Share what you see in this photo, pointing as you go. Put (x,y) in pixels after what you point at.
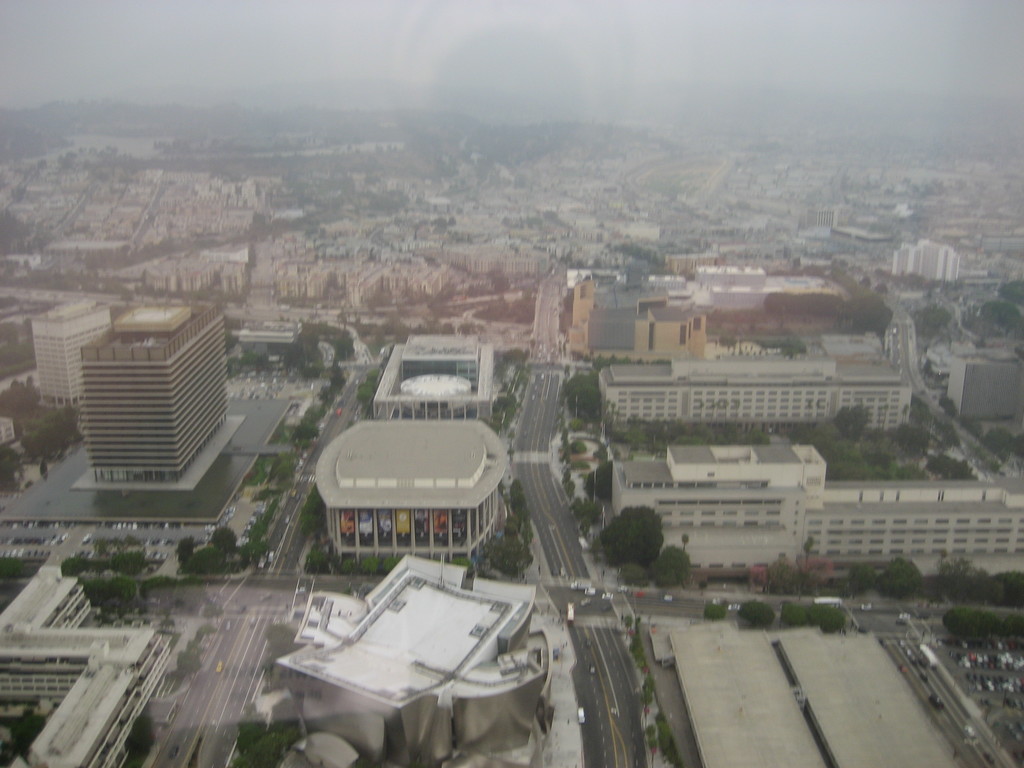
This picture consists of Aerial view of the city (868,428) and I can see buildings (456,471) and roads (547,505) and trees (491,566) visible in the middle (551,303). At the top (552,98) I can see the sky (699,29).
